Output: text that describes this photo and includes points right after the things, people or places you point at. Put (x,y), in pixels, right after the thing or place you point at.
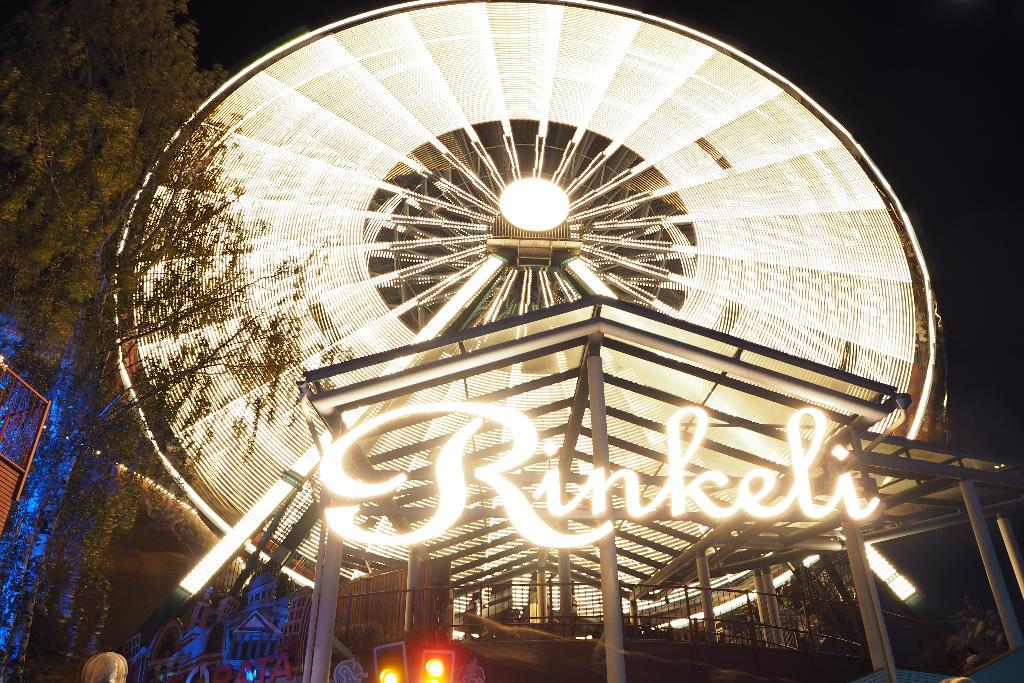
This is an image clicked in the dark. Here I can see an object (267,295) which seems to be the giant wheel (523,294). At the bottom (601,511) there is a shed (417,497) and building (248,651) and also there are some lights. On the left side (69,176) there are some trees (42,144).
